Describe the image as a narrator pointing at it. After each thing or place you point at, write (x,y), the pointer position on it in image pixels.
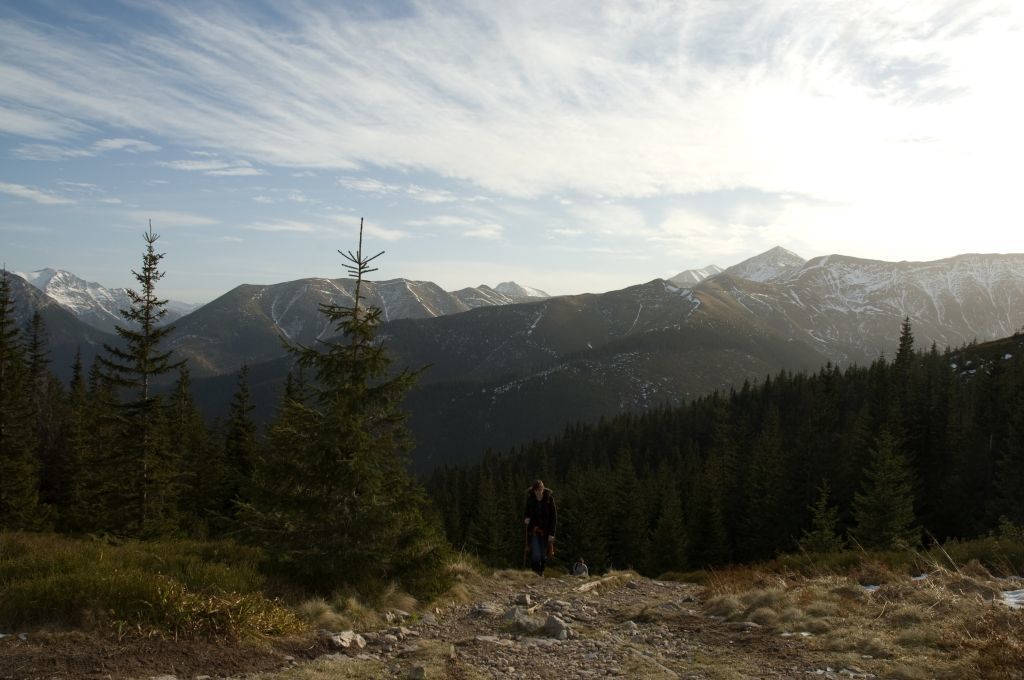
In this image we can see some trees (359,439) and at the background of the image (400,326) there are some mountains (437,316) and cloudy sky (405,144).
